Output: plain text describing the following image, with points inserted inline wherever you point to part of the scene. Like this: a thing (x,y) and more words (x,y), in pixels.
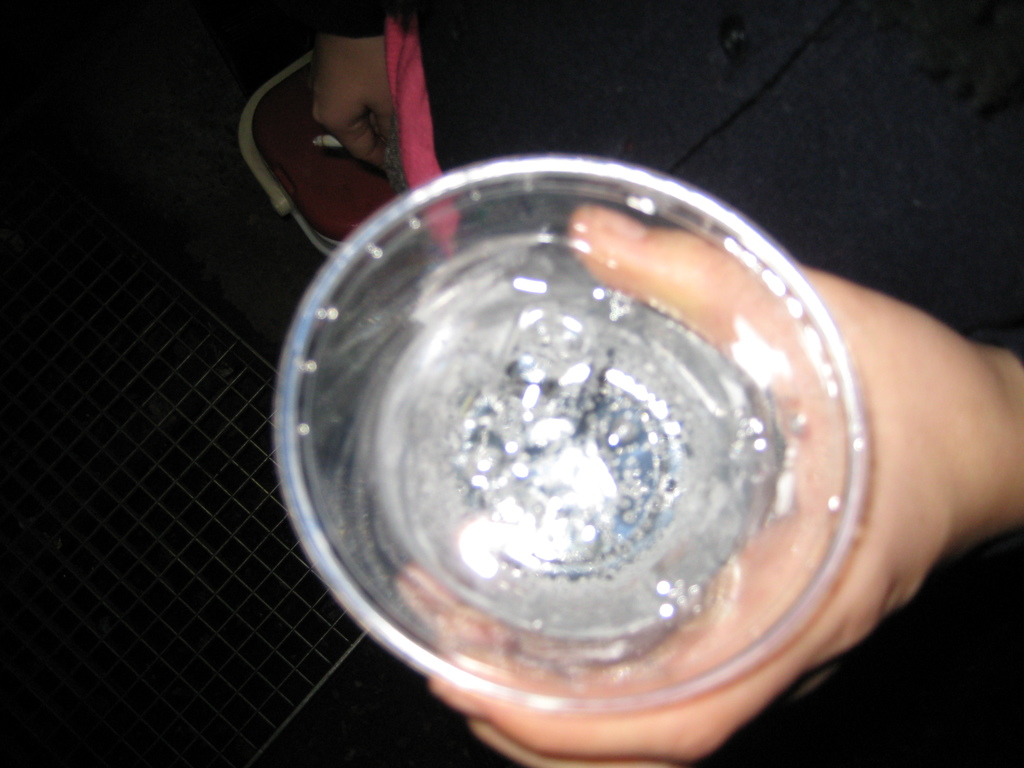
In this image there is a person (373,130) standing and holding a glass (572,393) in his hand (873,474) and in the other hand (358,126), there is a cigarette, beside him there is an object (331,156).
